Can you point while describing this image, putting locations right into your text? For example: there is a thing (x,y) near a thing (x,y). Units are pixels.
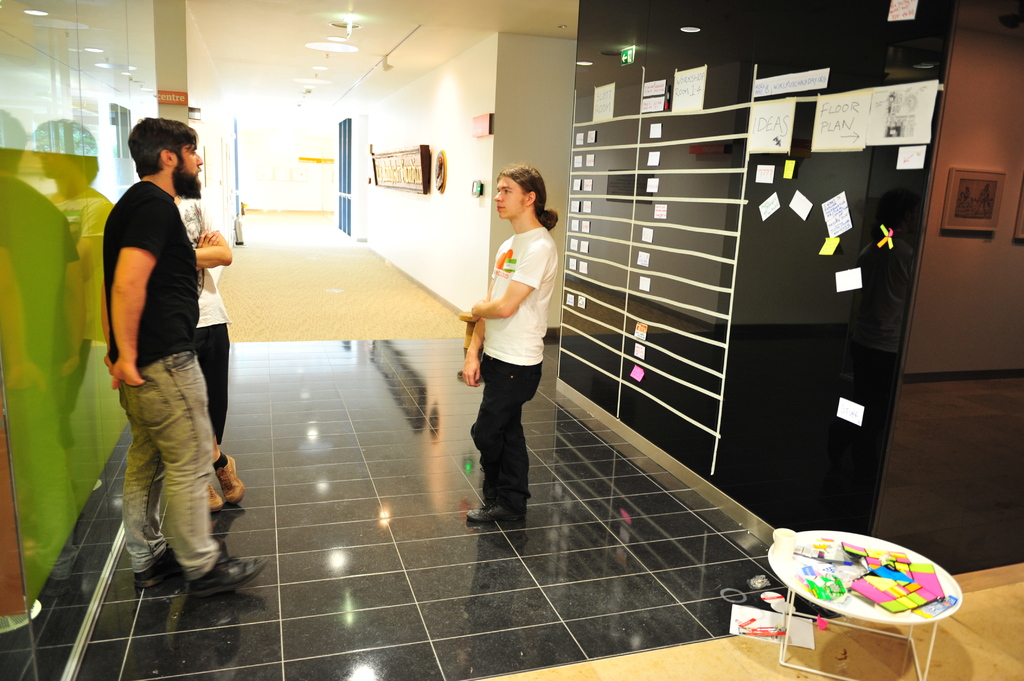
In this picture I can observe three members (163,211) standing on the floor (270,551). On the right side (833,567) I can observe a table (900,617) on which some sticky notes (866,595) are placed. I can observe black color wall (758,272) on which papers (787,91) were stuck. In the background (416,113) I can observe a wall (270,185) and I can observe some lights (332,44) in the ceiling (287,48).
